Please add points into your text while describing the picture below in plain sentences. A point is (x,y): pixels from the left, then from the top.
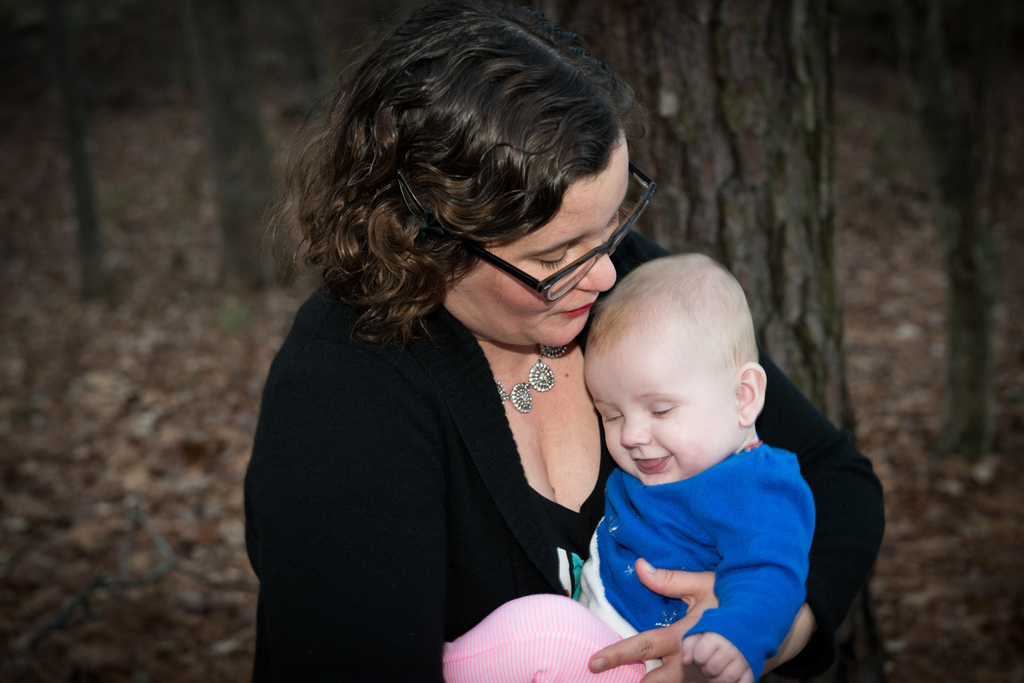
In this image we can see a woman (408,548) holding a baby (650,458). In the background of the image (949,259) there are some trees (207,131) and dried leaf (152,498) on the ground (200,604).
